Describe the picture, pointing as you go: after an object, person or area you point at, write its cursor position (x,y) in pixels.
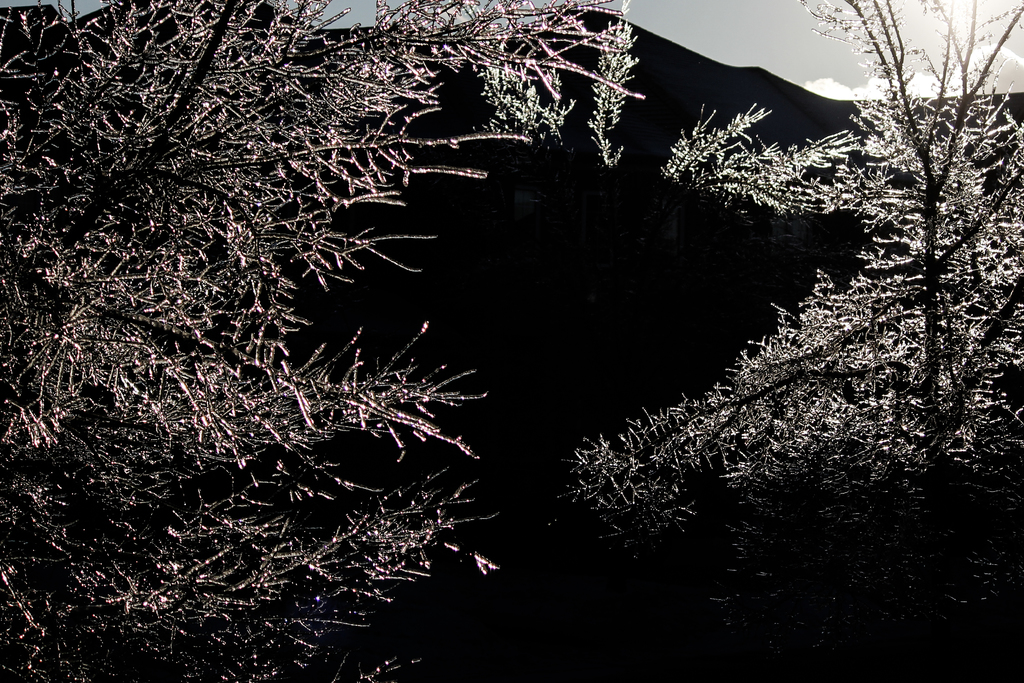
In this image we can see few trees (312,429). There is a building (663,138). We can see the clouds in the sky (784,40).
